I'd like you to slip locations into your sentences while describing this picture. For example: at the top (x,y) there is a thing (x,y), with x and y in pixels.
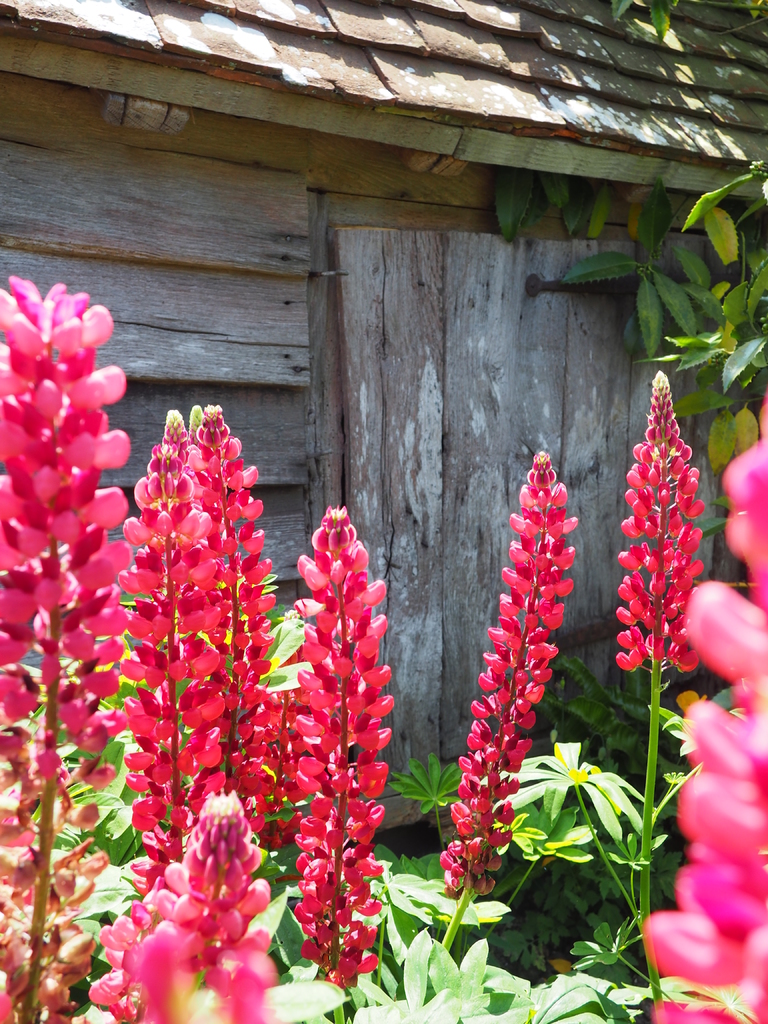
In this picture we can see flowers (217,834) with plants (124,808) and in the background (436,730) we can see wooden planks (453,761).
